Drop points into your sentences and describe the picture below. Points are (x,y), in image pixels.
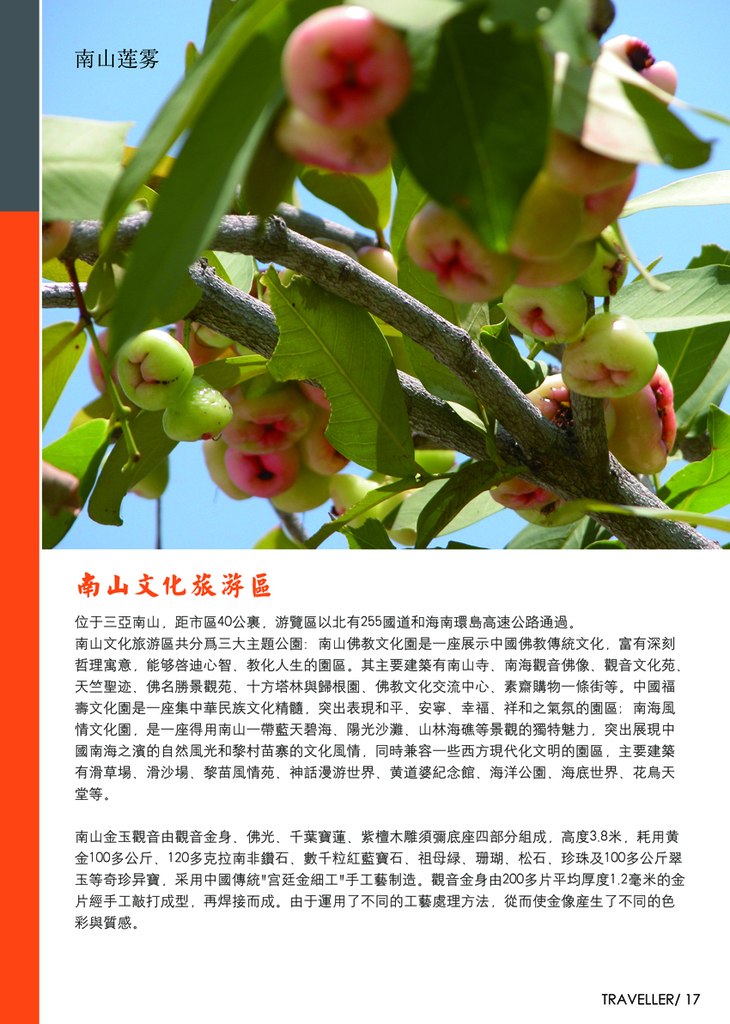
In this picture, it seems like a poster (419,636), where we can see a fruit plants (368,536) and text (384,754).
